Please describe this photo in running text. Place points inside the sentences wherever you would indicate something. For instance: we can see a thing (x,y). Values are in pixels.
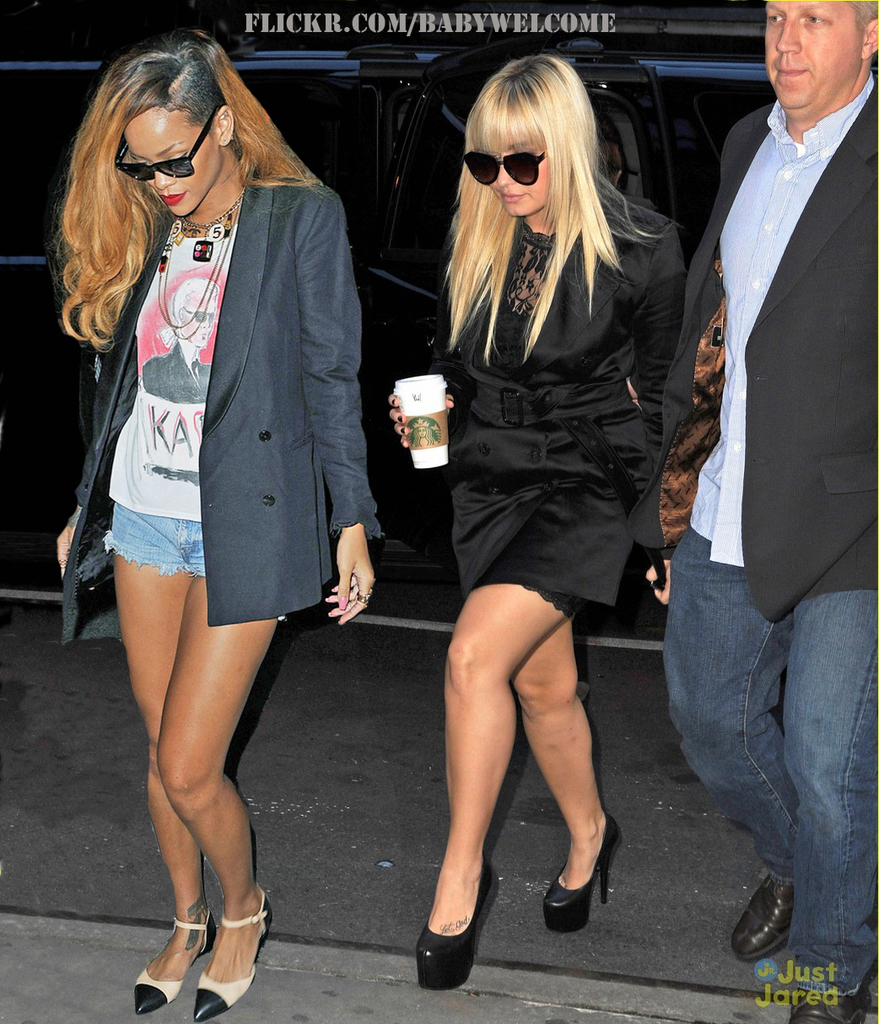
There are three people (333,293) in the picture, two women (522,499) and a man (718,455). Three of them are walking and they are in fashion attire (481,524), behind the three people (573,172) there is a vehicle (72,454).
